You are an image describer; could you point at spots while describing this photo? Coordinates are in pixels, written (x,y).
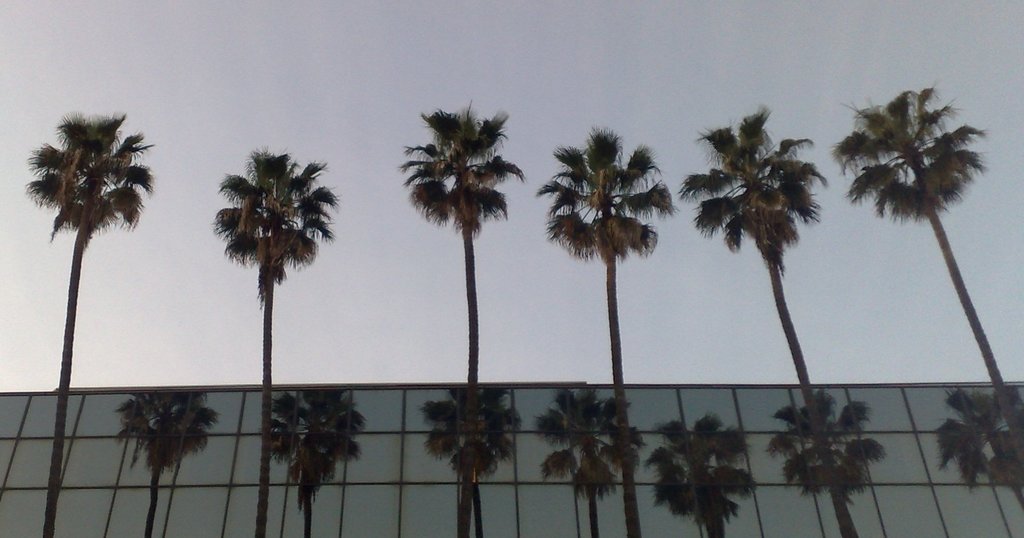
In this image there is the sky (552,73) truncated towards the top of the image (670,64), there are trees (591,177) truncated towards the bottom of the image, there is a building (502,474) truncated towards the bottom of the image (777,458).
